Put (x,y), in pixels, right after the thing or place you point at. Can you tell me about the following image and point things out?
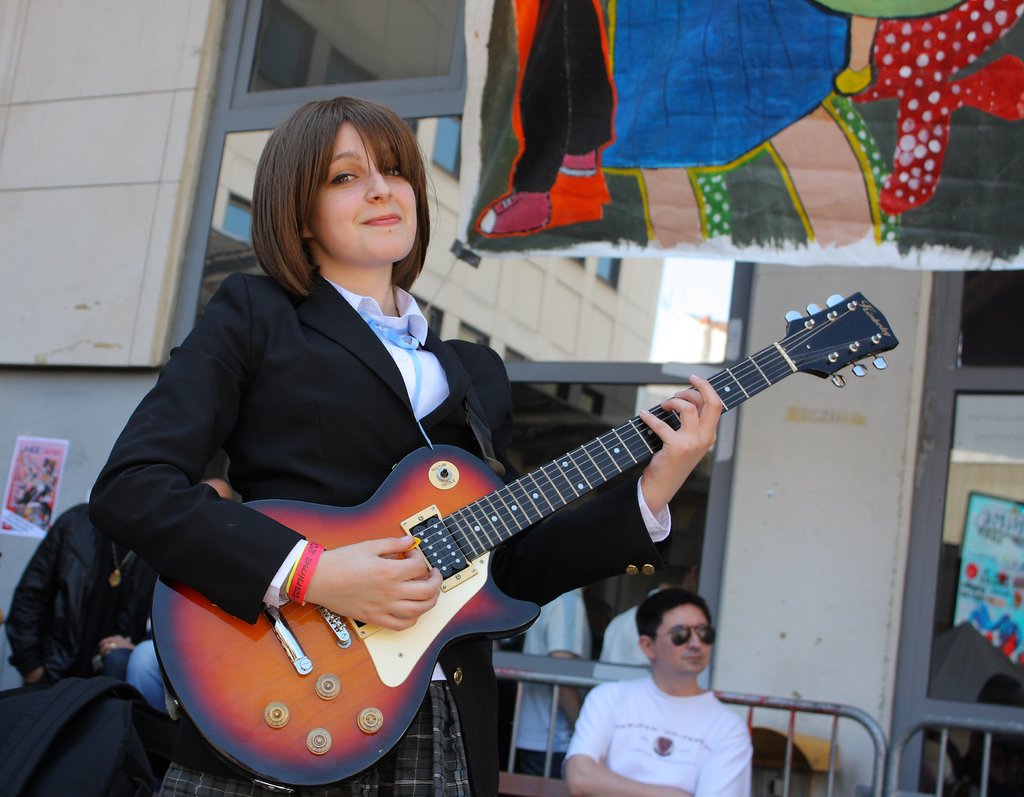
In this picture there is a woman (247,468) holding a guitar (318,527). There are few people (594,749) standing at the background (613,747). There is a building (925,521) and poster (664,240) at the background (777,173).
